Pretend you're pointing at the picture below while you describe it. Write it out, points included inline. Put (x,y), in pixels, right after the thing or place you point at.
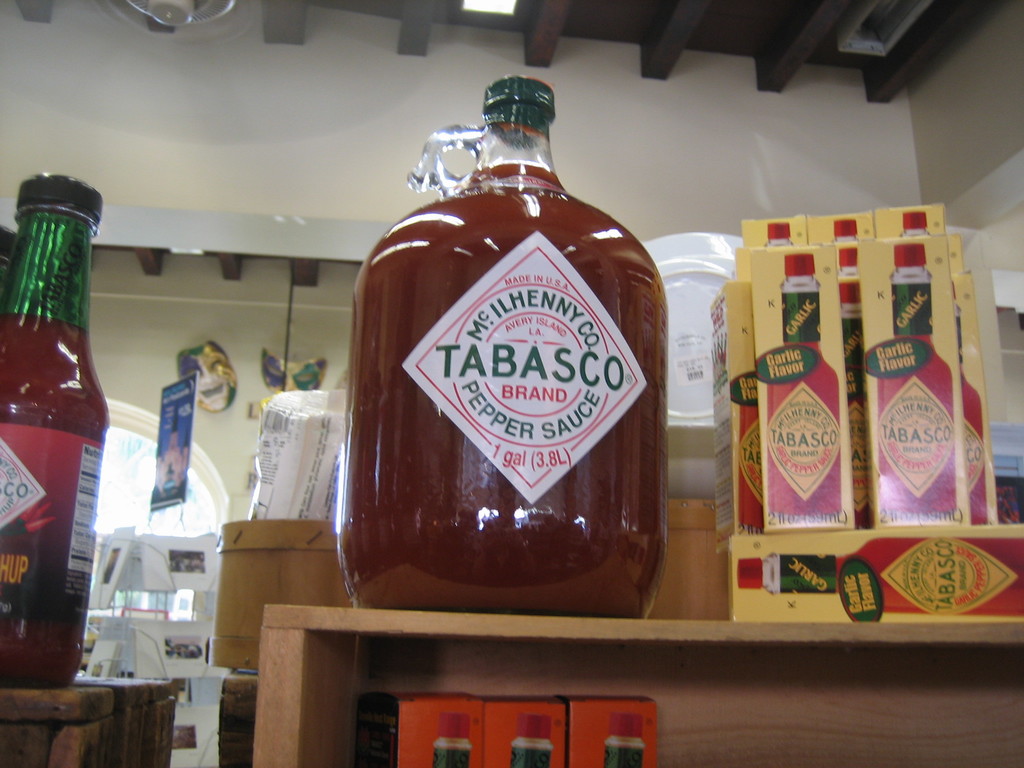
In this picture we can see bottle (554,315) with sticker (572,358) to it and liquid (488,249) in it and aside to this we have boxes (799,414), other bottle (56,551) on table (828,644) and under this we have boxes (385,727) and in the background (219,440) we can see wall (154,318), banner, plastic cover (275,434), mask (206,369).
